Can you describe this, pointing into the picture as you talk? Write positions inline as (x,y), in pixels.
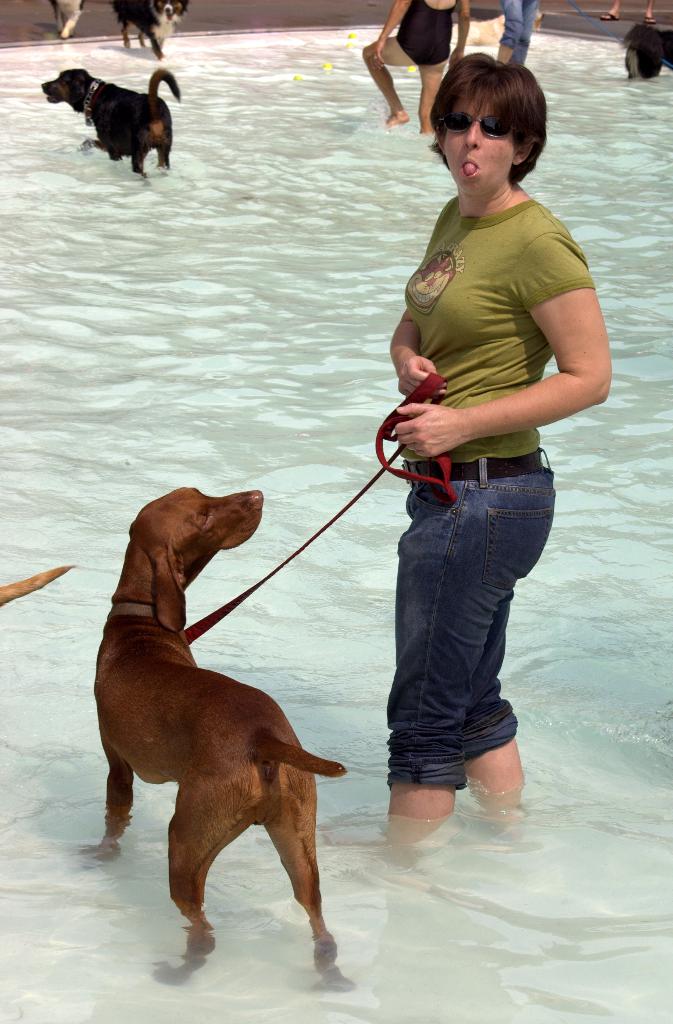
Here in this picture we can see a woman (466,414) standing in a pool (390,524), as we can see water (381,511) present all over there and she is holding a leash (417,480) in her hand (400,434), which is connected to the dog (255,521) present beside her and behind her we can see other people (424,52) also present over there and we can see other dogs (137,159) also present over there.
